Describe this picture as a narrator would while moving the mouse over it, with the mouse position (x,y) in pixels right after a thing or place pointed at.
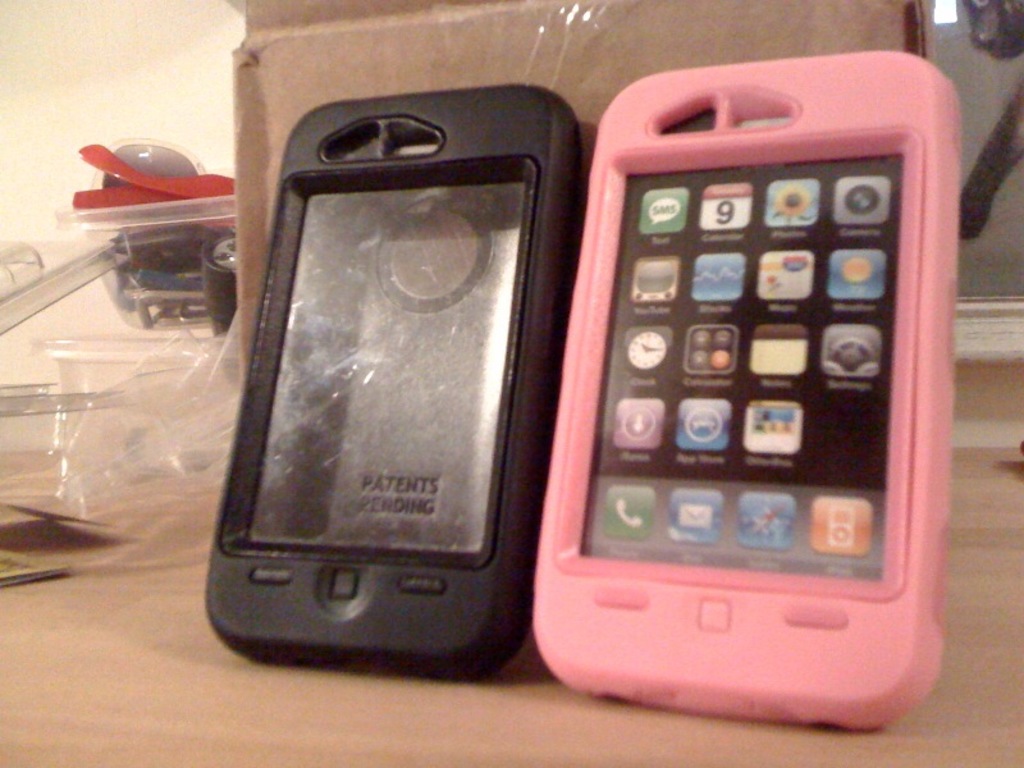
In the picture we can see a two mobile phone cover (551,644) which are pink and black placed on the table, behind it, we can see a box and some things (113,362) are kept beside it.
